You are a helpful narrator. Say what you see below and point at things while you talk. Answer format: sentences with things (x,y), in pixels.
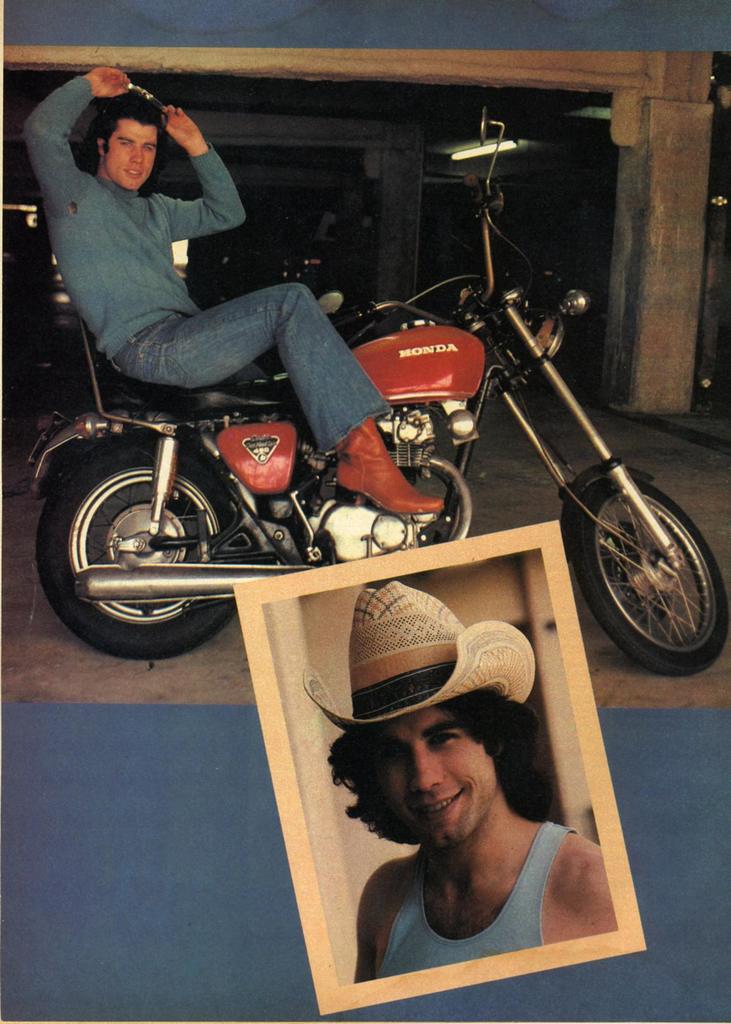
In the image we can see there is a bike (313,458) on which there is a man (103,201) who is sitting and in front (474,563) there is a photo frame (393,579) in which there is a photo (455,820) of man (432,773) who is wearing a cap (418,699).
